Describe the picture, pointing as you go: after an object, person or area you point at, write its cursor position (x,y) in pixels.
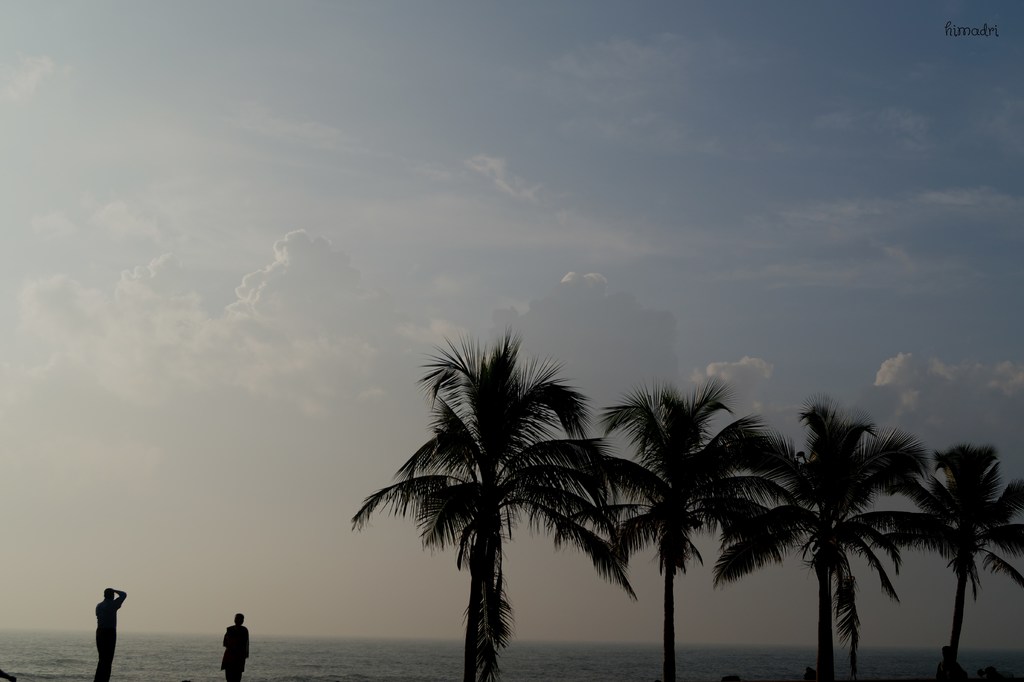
There are two people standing and we can see trees (648,516). In the background (374,619) we can see water (330,657) and sky (445,300) with clouds (356,370).
